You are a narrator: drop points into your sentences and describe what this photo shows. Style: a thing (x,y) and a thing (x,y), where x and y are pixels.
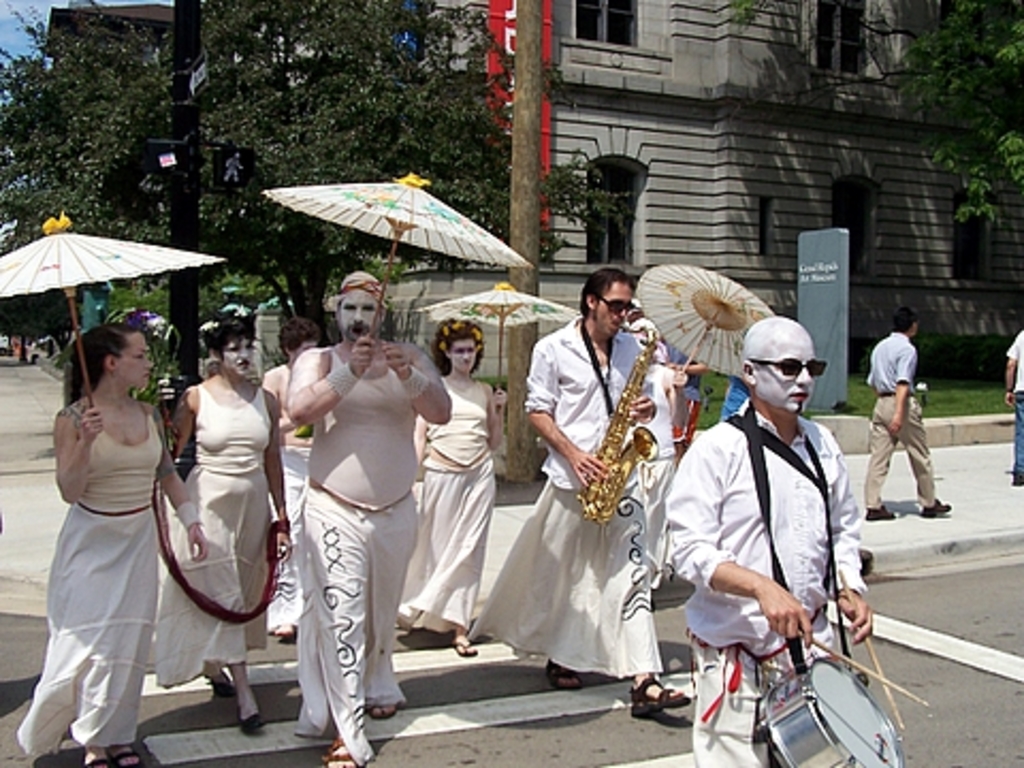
This persons (742,412) are walking on a road (898,699), as there is a leg movement. This 3 persons (464,403) are holding a umbrella (446,247). This are trees (215,69). This are buildings (630,133) with windows (839,2). This is a grass (971,391). This person (790,396) is playing a drum (882,720) with sticks (882,664). This is a black pole (191,14).
